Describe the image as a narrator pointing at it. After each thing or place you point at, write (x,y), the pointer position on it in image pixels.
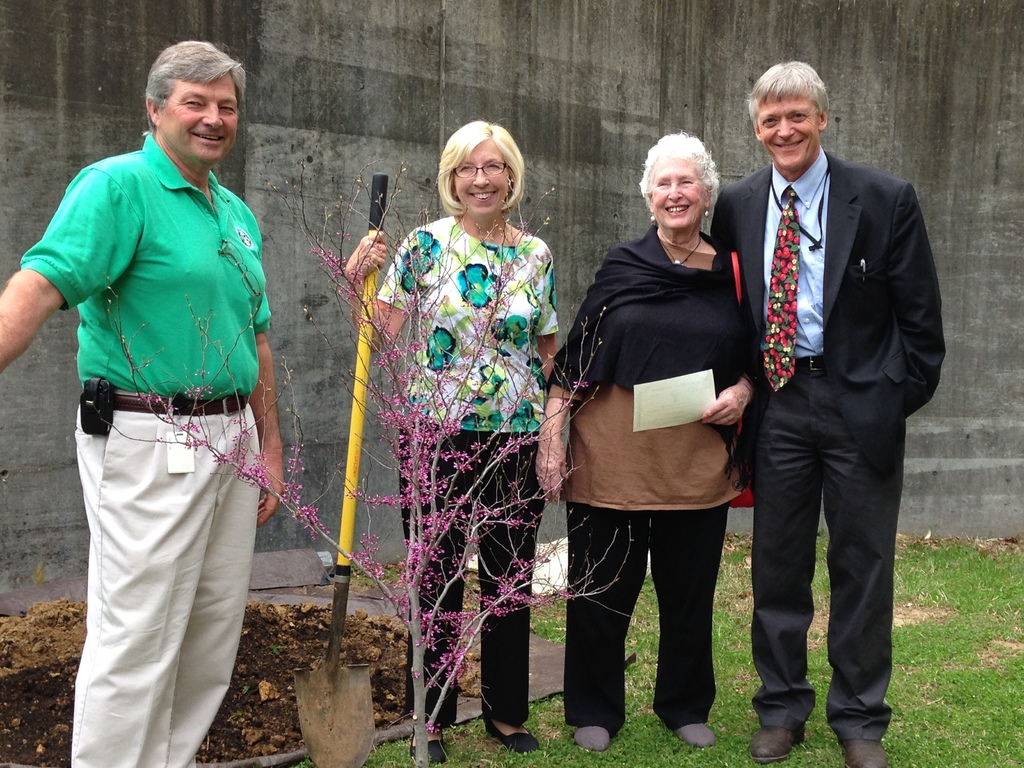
In this image, we can see persons (651,254) wearing clothes (204,282) in front of the wall (308,131). There is a person (521,266) in the middle of the image (524,299) holding a shovel (367,281) with her hand (364,267). There is a plant (421,500) at the bottom of the image (457,614). There is a grass (925,725) on the ground (816,625).
